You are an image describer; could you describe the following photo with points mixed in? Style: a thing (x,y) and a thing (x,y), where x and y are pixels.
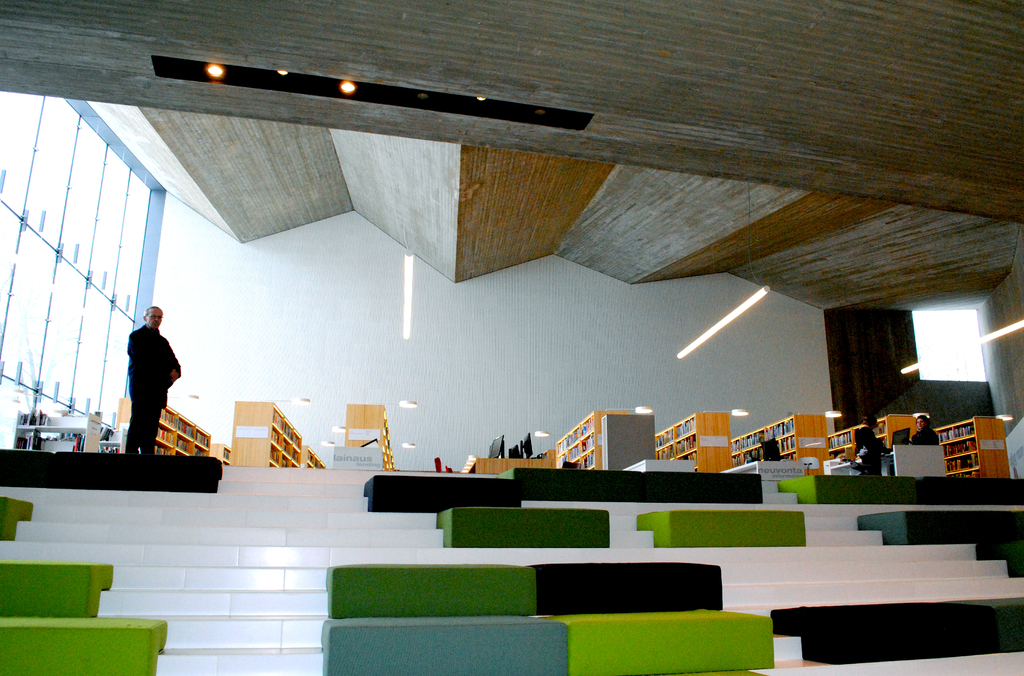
This picture is clicked inside the hall (106,383). In the foreground (443,673) we can see the benches (631,580) and the stairs (277,567). In the center (580,438) we can see the group of people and we can see the wooden cabinets (568,441) containing some objects (789,443). In the background (301,299) we can see the wall (377,310), lights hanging on the roof (447,214) and we can see some other items (906,453).
